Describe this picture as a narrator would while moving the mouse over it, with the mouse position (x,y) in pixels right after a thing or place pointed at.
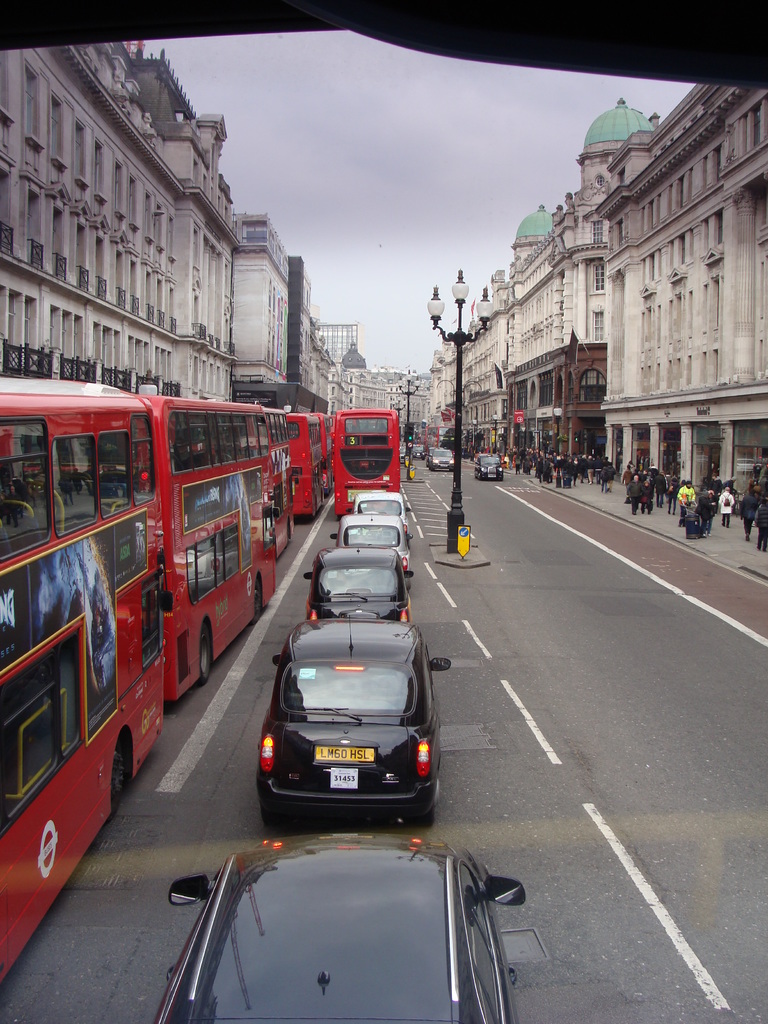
In this image we can see vehicles (230,520) on the road (470,691). Also there are light poles (457,410). On the right side (669,479) there are people (624,484). On both sides there are buildings (641,338). In the back (415,134) there is sky (415,134).
